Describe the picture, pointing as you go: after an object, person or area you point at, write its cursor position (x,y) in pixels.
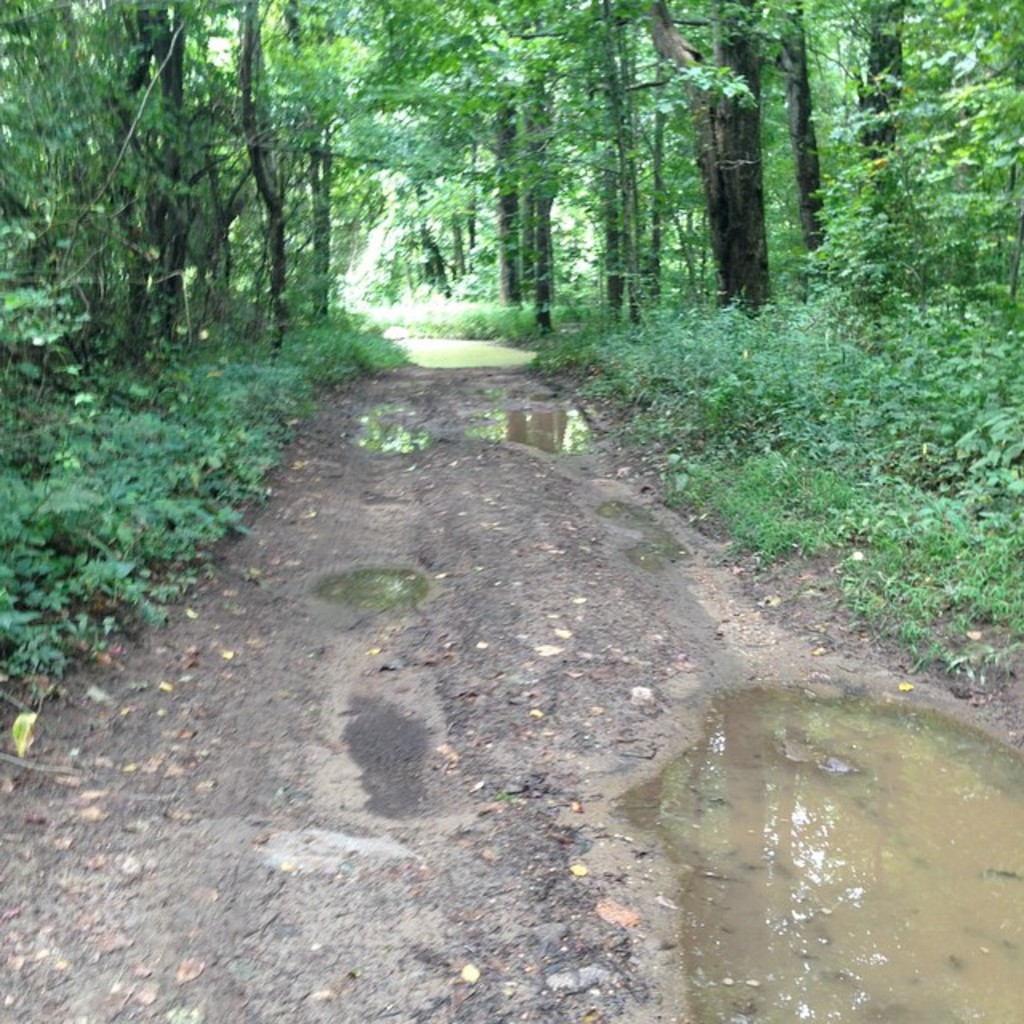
Here in this picture in the middle (416,345) we can see a pathway (308,763) present and we can see water (377,583) present here and there on the pathway (654,736) and beside that on either side we can see grass (720,514) present on the ground (735,412) and we can also see plants (769,270) and trees (419,271) covered over there.
